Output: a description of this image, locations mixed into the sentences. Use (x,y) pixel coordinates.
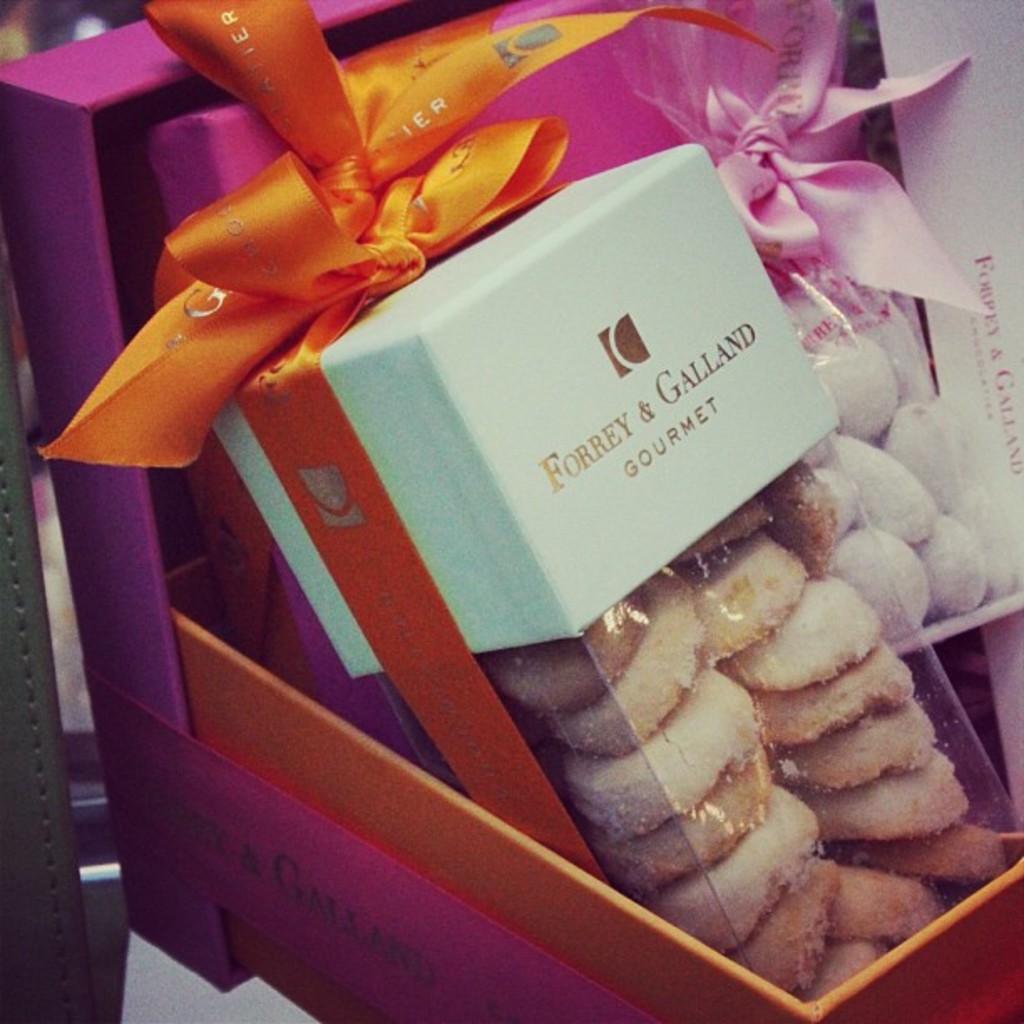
In this image I can see few cookies (630,841) in the box (620,521) and the box (89,489) is in purple color. I can also see two ribbons (301,147) in orange and pink color.
